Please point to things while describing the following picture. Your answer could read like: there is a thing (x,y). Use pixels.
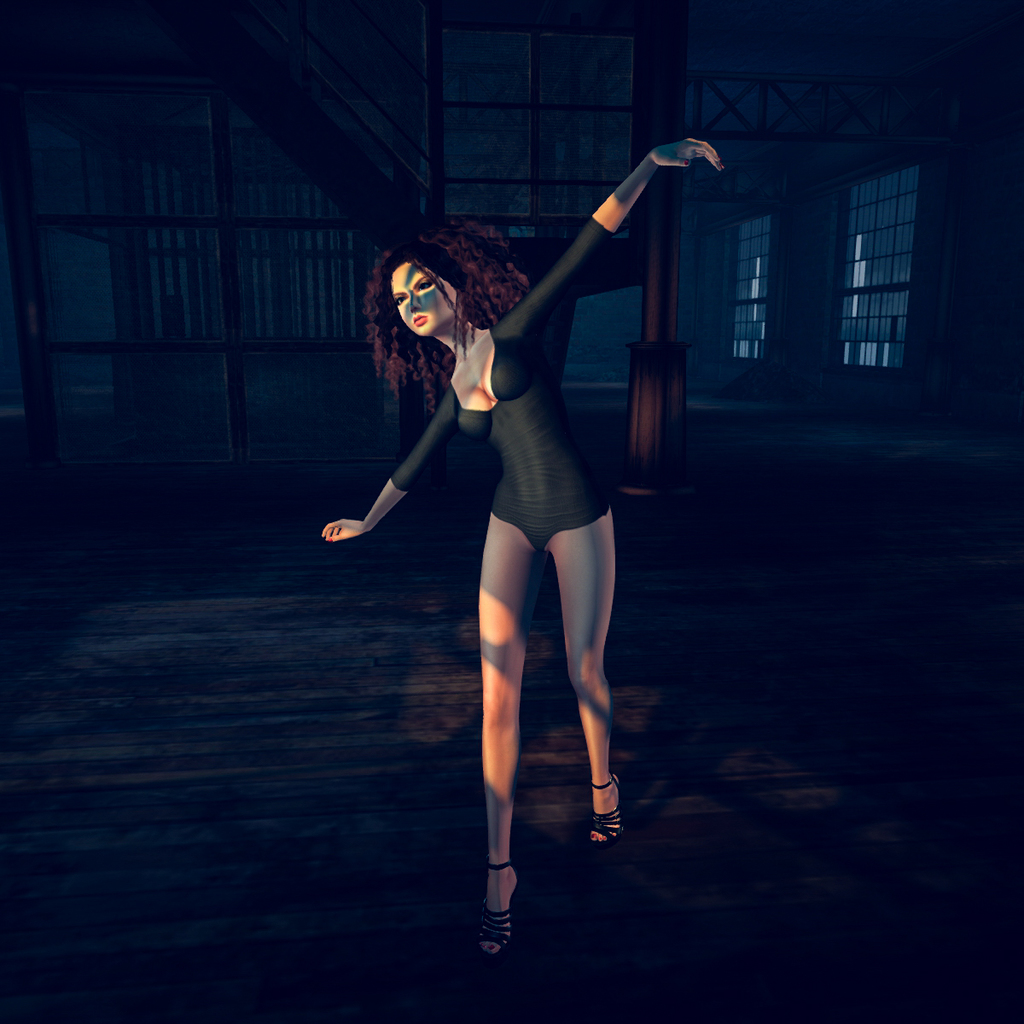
In this image we can able to see a cartoon picture of a girl (568,513) who is wearing a green dress (539,351), and there are some staircases (279,11) behind her, there is a pillar (672,219) over here, and we can able to see two windows (893,288).
